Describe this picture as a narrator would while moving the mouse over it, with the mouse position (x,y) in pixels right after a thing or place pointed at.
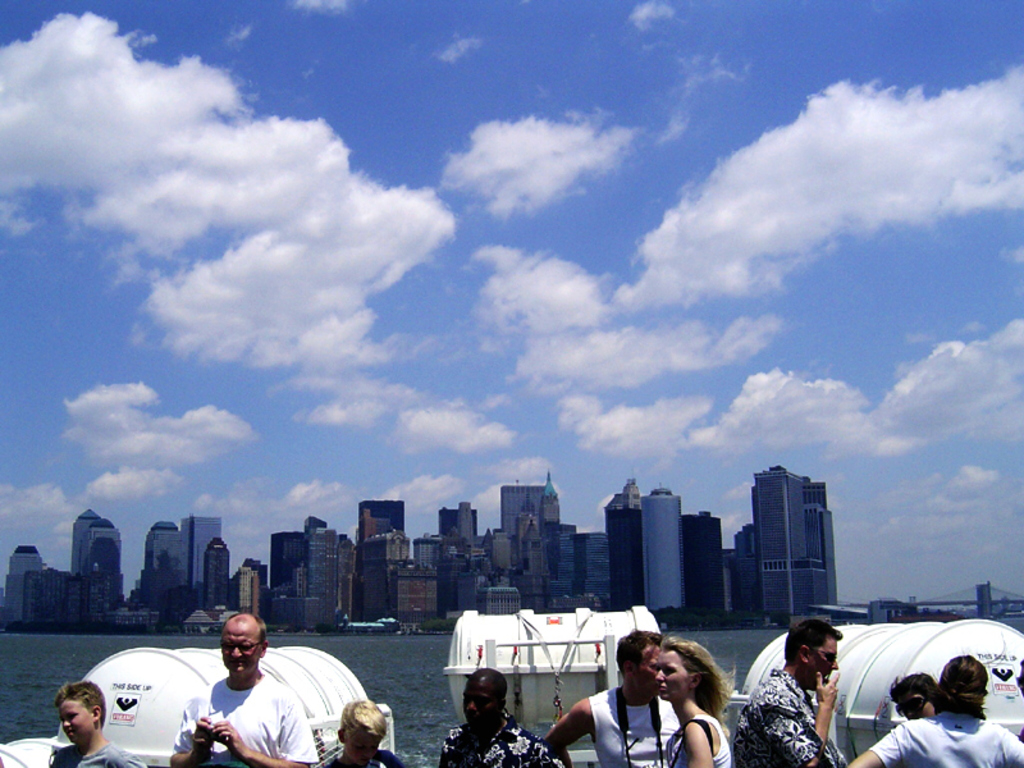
In this image, I can see water (370,655), buildings (386,553), lifeboat barrels (522,678) and a bridge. At the bottom of the image (199,733), there are few people (549,764). In the background (530,452), there is the sky (494,222).
